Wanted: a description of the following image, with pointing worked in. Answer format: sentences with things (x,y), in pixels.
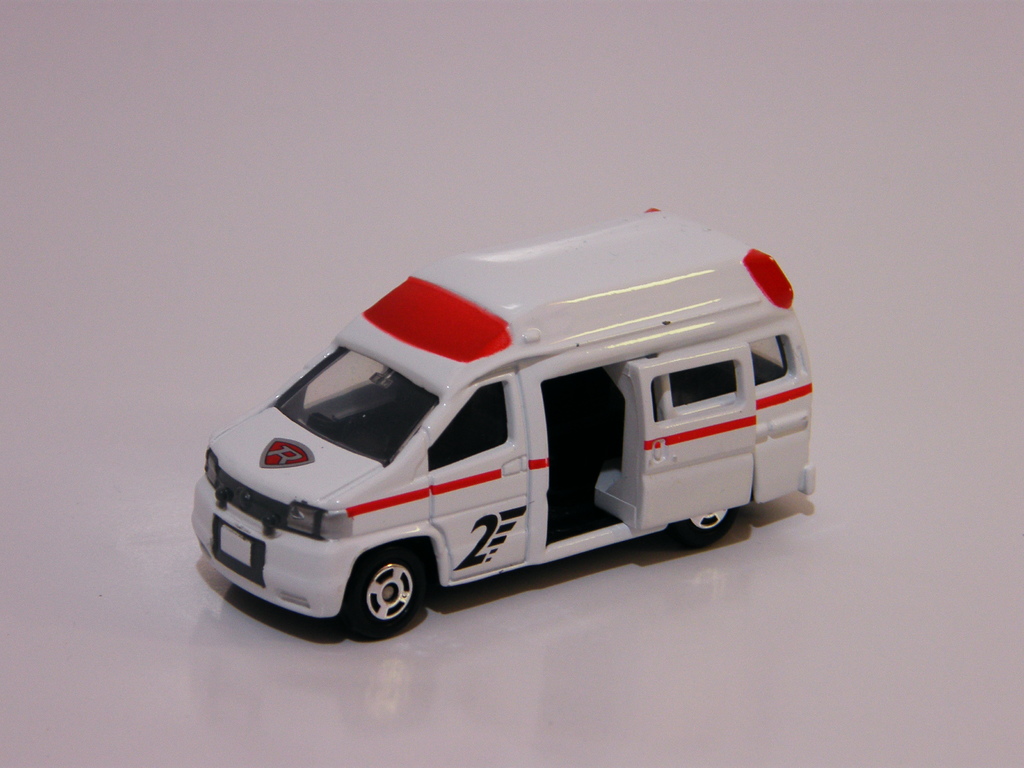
In this picture there is a toy vehicle (475,508) and at the bottom (22,517) there is a floor (758,539) and there is a reflection (401,659) of a vehicle (738,449) on the floor (716,664).
